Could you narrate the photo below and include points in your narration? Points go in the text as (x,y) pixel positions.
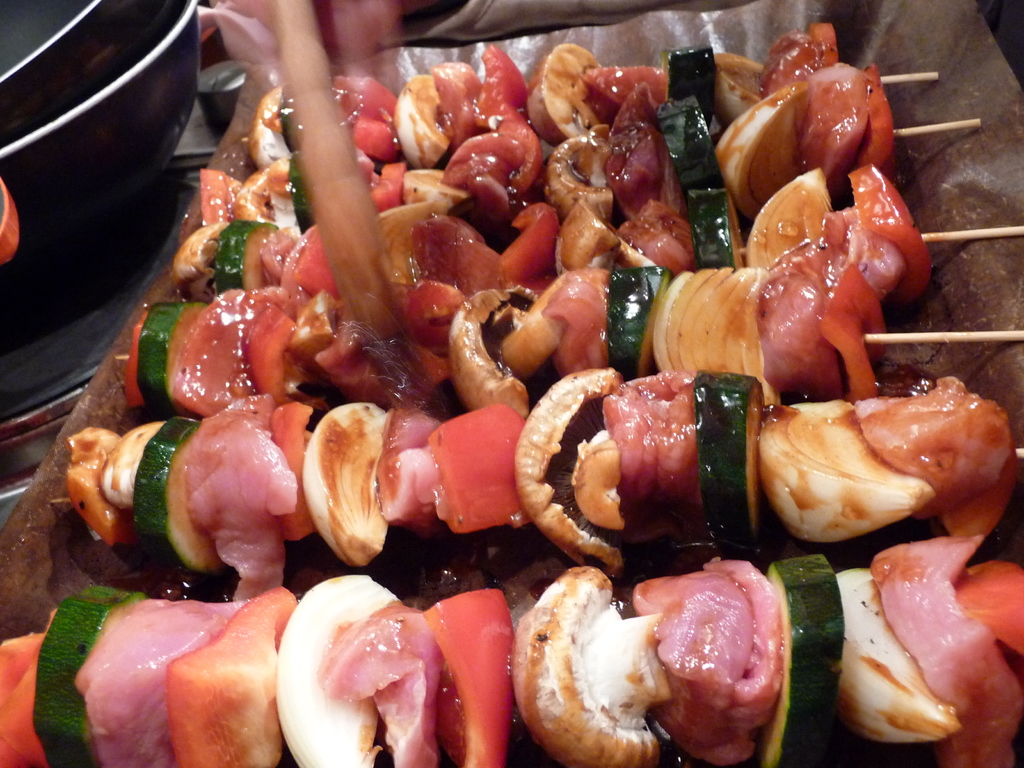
This image consists of food (499,314) which is in the center (615,344). On the left side (97,119) there are objects (82,124) which are black in colour.
